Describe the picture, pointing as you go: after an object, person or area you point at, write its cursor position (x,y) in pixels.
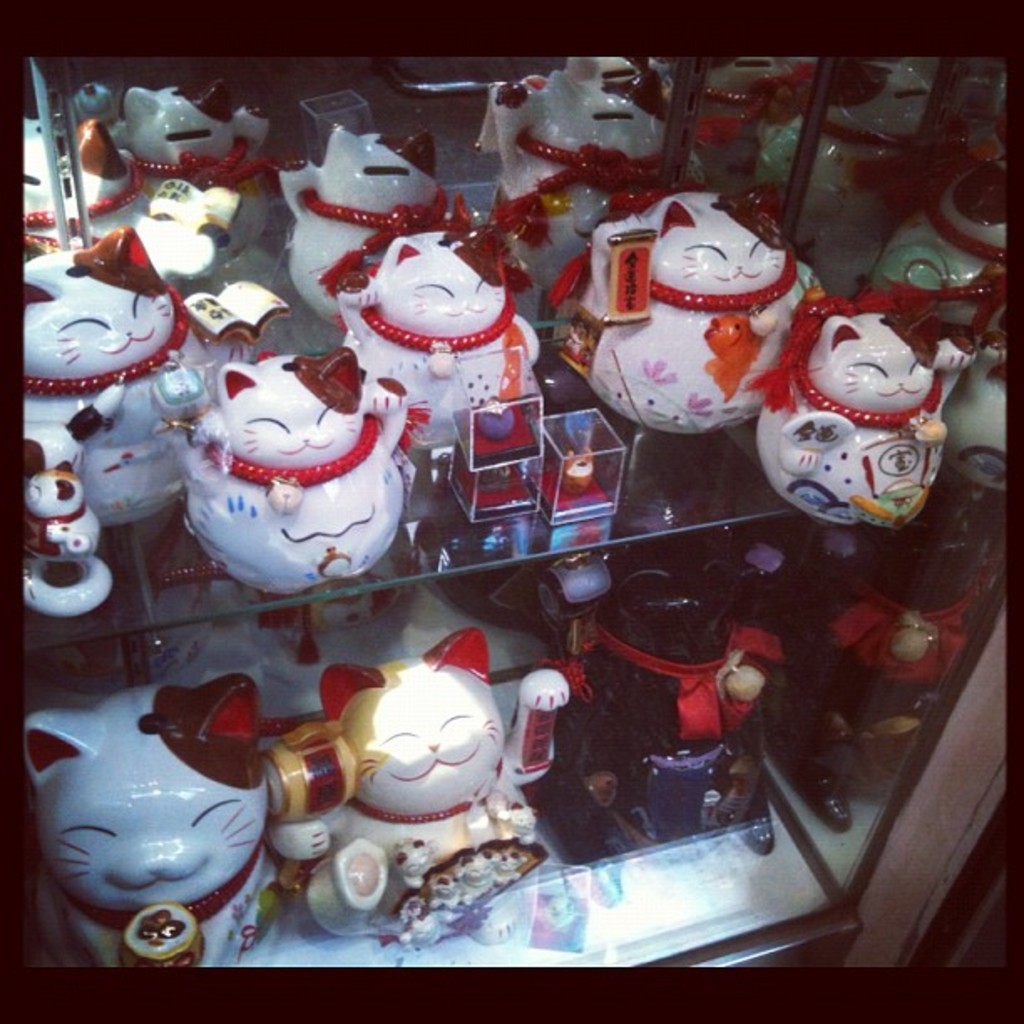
There are glass racks (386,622). On that there are many red and white toys (402,392).
